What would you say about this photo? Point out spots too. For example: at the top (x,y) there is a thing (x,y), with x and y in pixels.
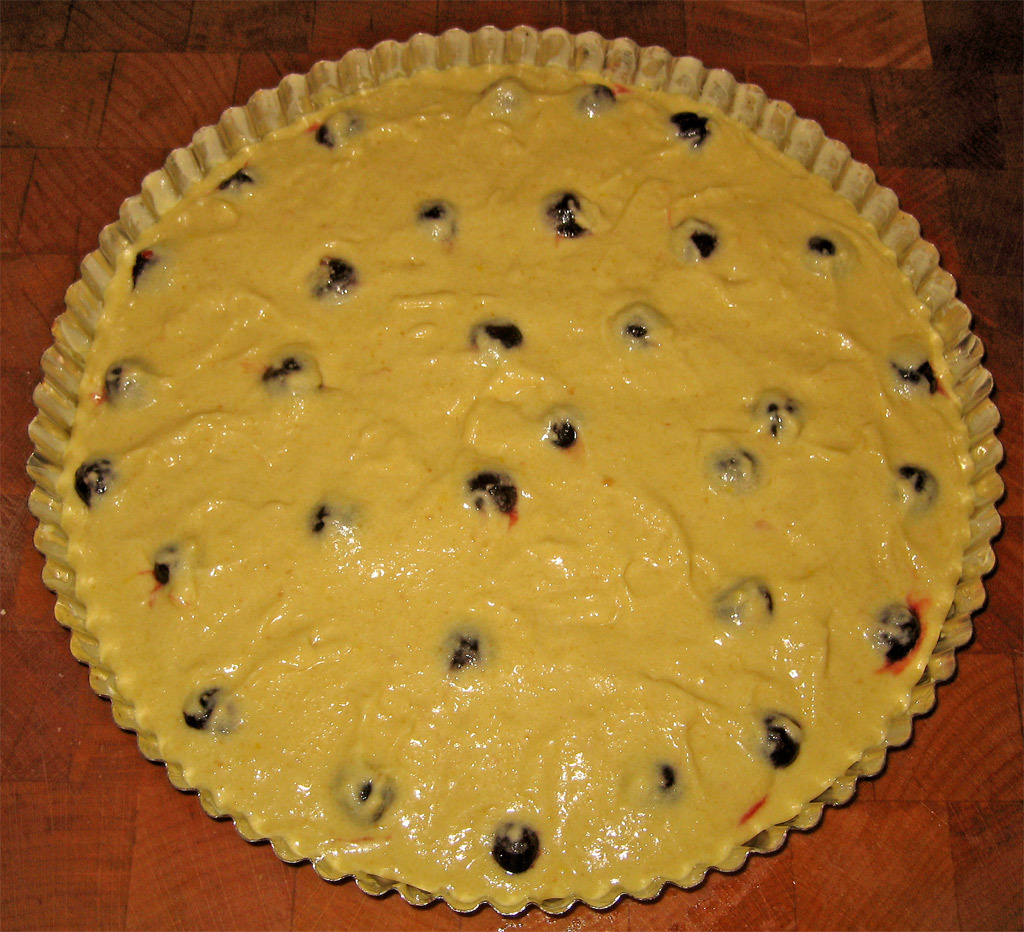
In the picture we can see a cake (785,389) in the bowl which is yellow in color with some black color fruits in it placed on the table (1017,100).
